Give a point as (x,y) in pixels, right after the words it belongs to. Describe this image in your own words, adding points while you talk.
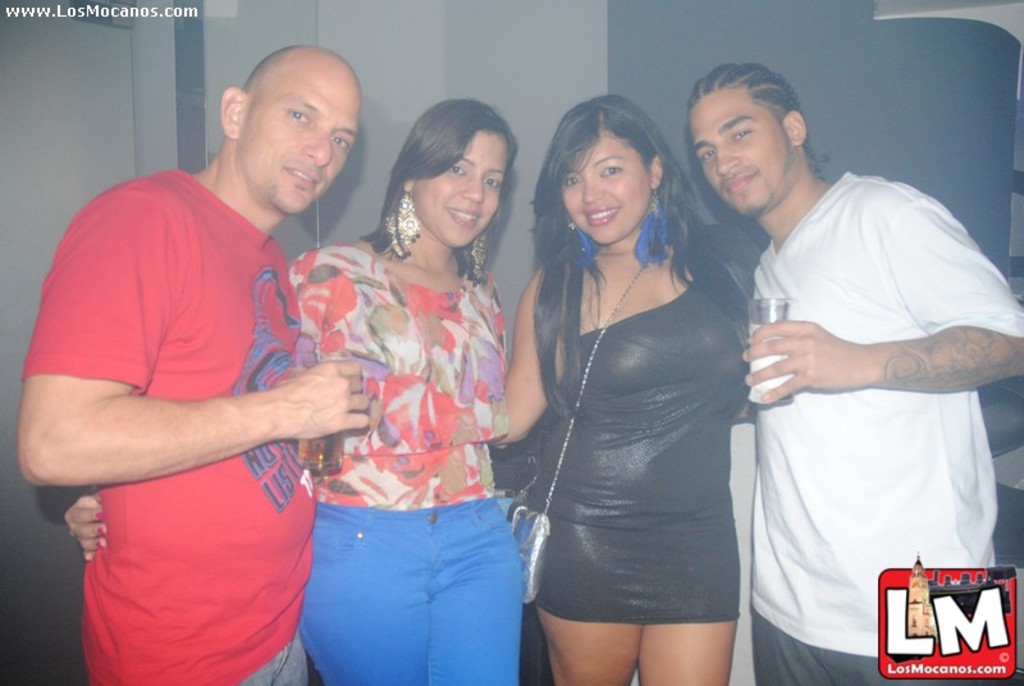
In this image in front (102,439) there are four people (506,423) wearing a smile on their faces (749,154). Behind them there is a wall (570,31). There is some text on the top left of the image (52,13). There is a watermark (1001,671) on the right side of the image (1007,660).
